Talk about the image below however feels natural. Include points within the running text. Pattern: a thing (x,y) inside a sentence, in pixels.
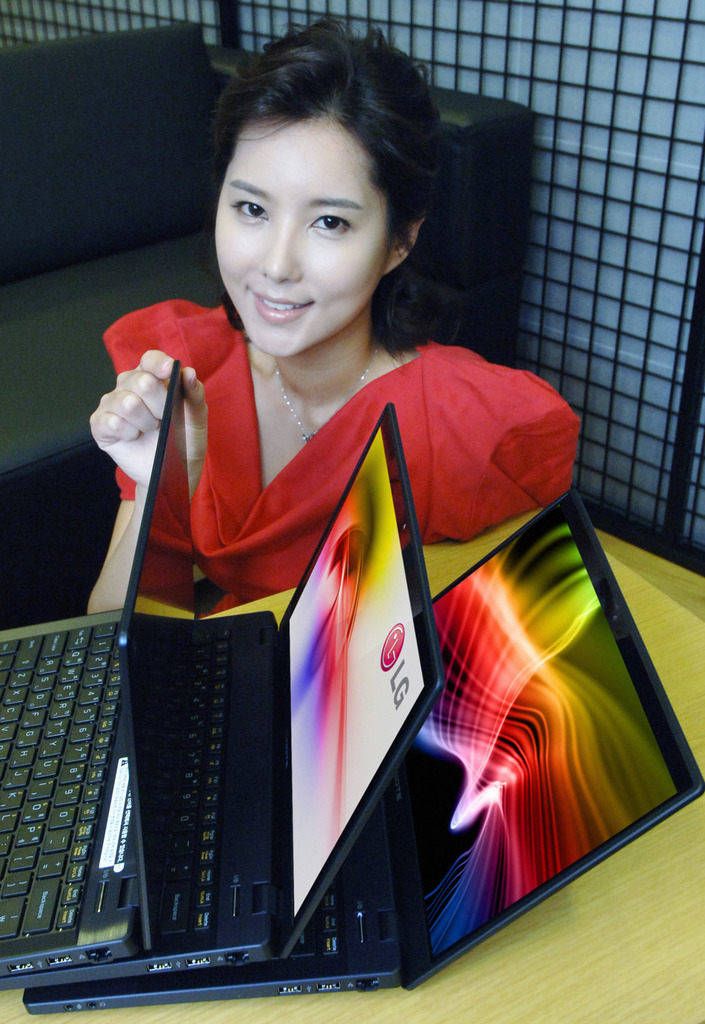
A beautiful woman (364,59) is there, she wore a red color dress (468,510) and in the middle (411,501) there are 3 laptops (543,654).
